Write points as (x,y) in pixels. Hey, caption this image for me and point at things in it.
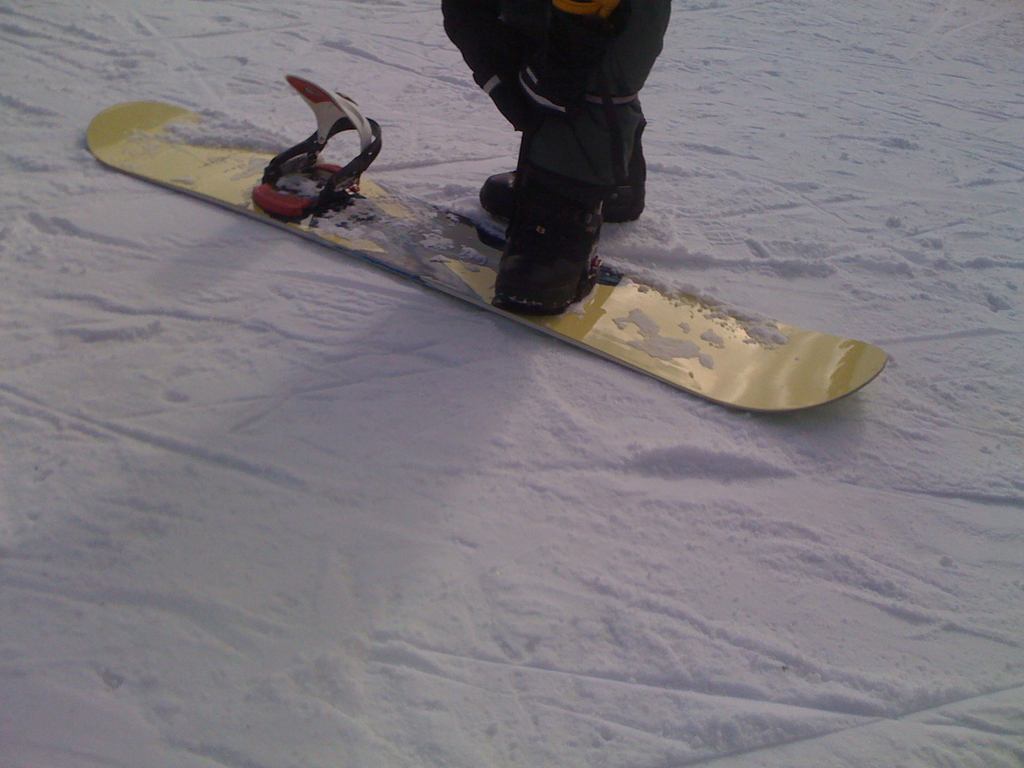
In this picture, we see the person (596,126) who is wearing the shoes (531,230) is trying to put his legs (543,144) on the snowboard (610,337) which is yellow in color. At the bottom (515,575), we see the snow (572,623).
